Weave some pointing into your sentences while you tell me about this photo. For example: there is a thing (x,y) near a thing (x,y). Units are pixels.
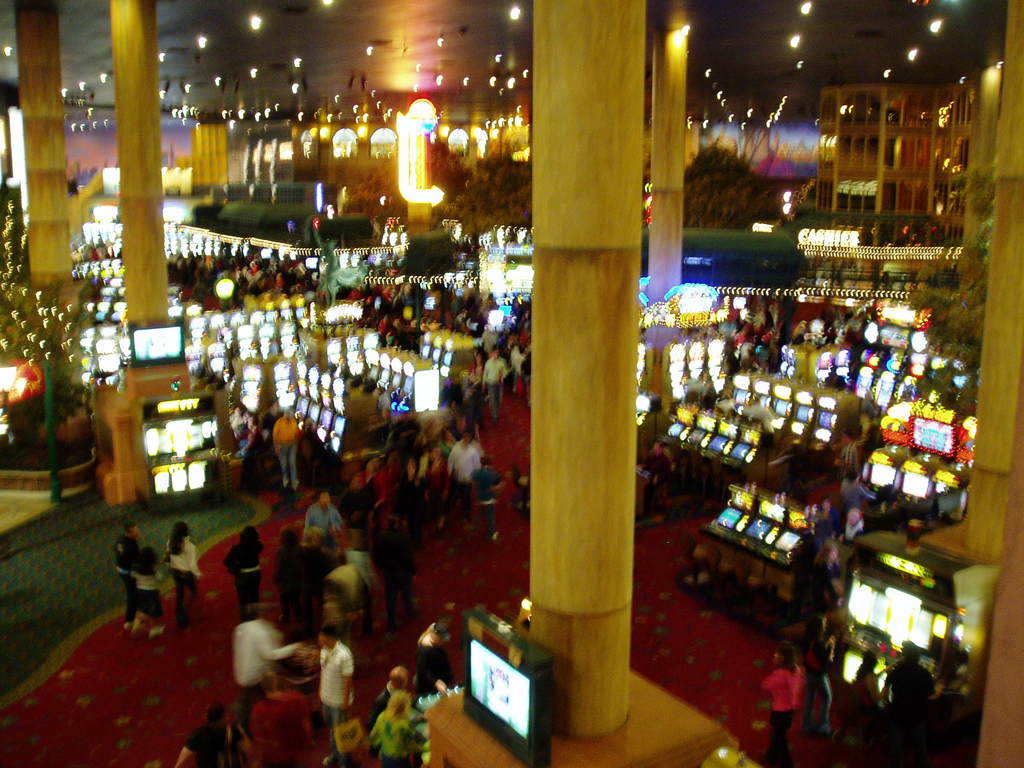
In this image there are gaming machines (946,555). There are people (365,563) walking on the mat (422,588). There are televisions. There are pillars (590,607). In the background of the image (929,135) there are buildings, lights (492,264).
